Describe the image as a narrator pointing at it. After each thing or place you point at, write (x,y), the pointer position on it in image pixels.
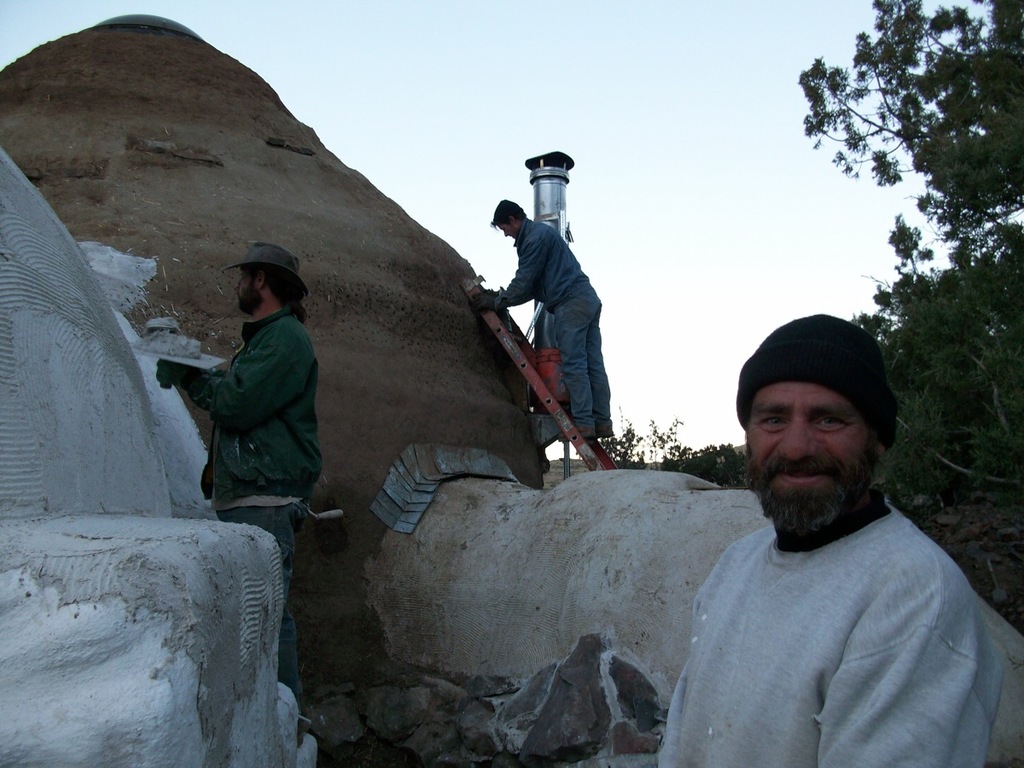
Bottom right side of the image (779,602) a man (869,355) is standing and smiling. Behind him there are some trees (1016,413). In the middle of the image (578,327) a man (565,328) is standing on a ladder (501,330). Behind him there is a pole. Bottom left side of the image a man (245,307) is standing. Behind him there is a dome (270,168). Top of the image (530,87) there is sky (354,14).
